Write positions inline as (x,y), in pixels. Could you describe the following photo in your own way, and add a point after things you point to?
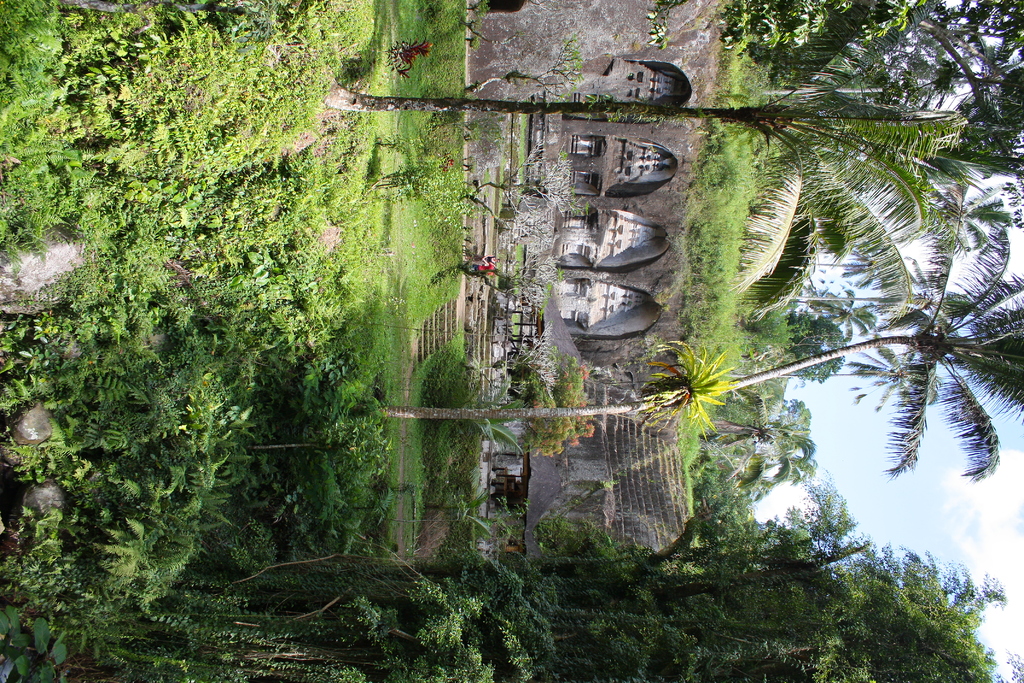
In this picture I can observe some plants (248,266) and grass (424,273) on the ground (400,422). In the middle of the picture (571,337) I can observe a wall (597,228). In the background (860,448) there are trees (843,110) and sky (844,444).
